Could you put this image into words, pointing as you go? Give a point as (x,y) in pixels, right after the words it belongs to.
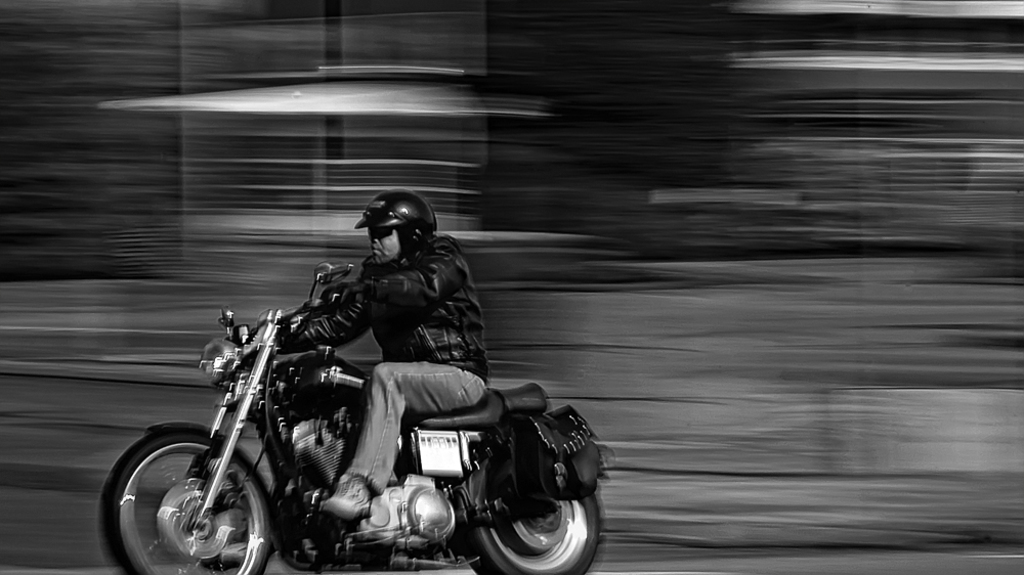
In this image, There is a bike (530,478) which is in black color and there is a man (412,389) riding the bike (480,472).
